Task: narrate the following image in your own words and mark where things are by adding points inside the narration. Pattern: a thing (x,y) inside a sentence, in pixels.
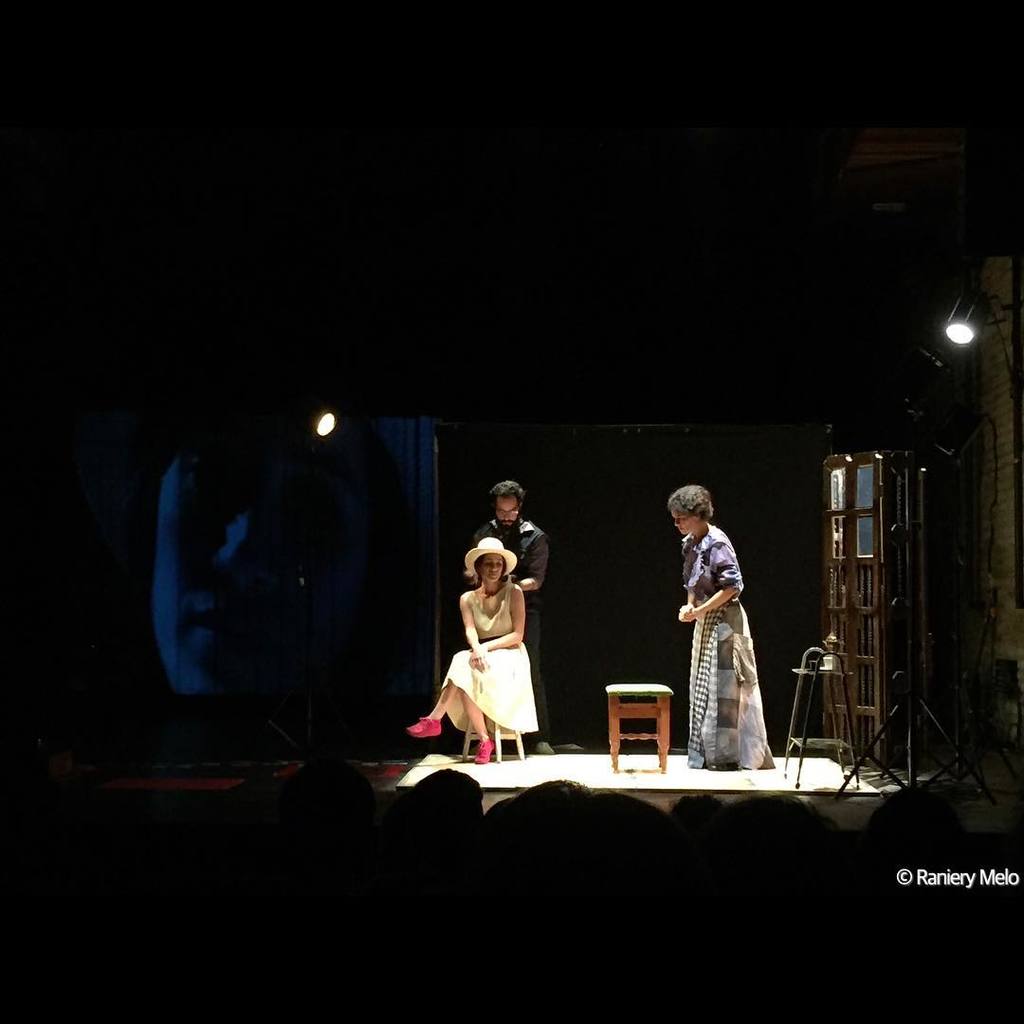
In this image we can see a man (506,520) and woman (702,634) standing on the floor (453,753) and a woman (508,683) sitting on the seating stool (495,735). In the background (223,513) we can see a display screen (322,515) and a side table (824,744) with objects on it.
